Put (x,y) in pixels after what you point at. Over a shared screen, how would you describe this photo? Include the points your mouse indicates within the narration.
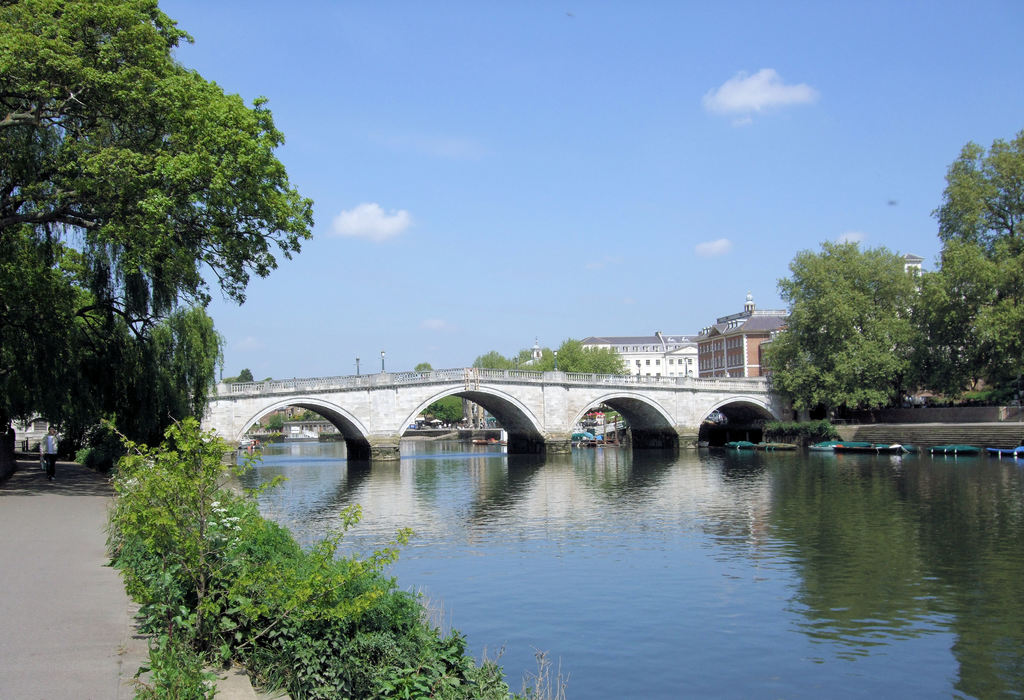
In this image I can see there is a canal (876,509), also there is a bridge (652,422), trees (968,278), buildings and plants (439,698).
